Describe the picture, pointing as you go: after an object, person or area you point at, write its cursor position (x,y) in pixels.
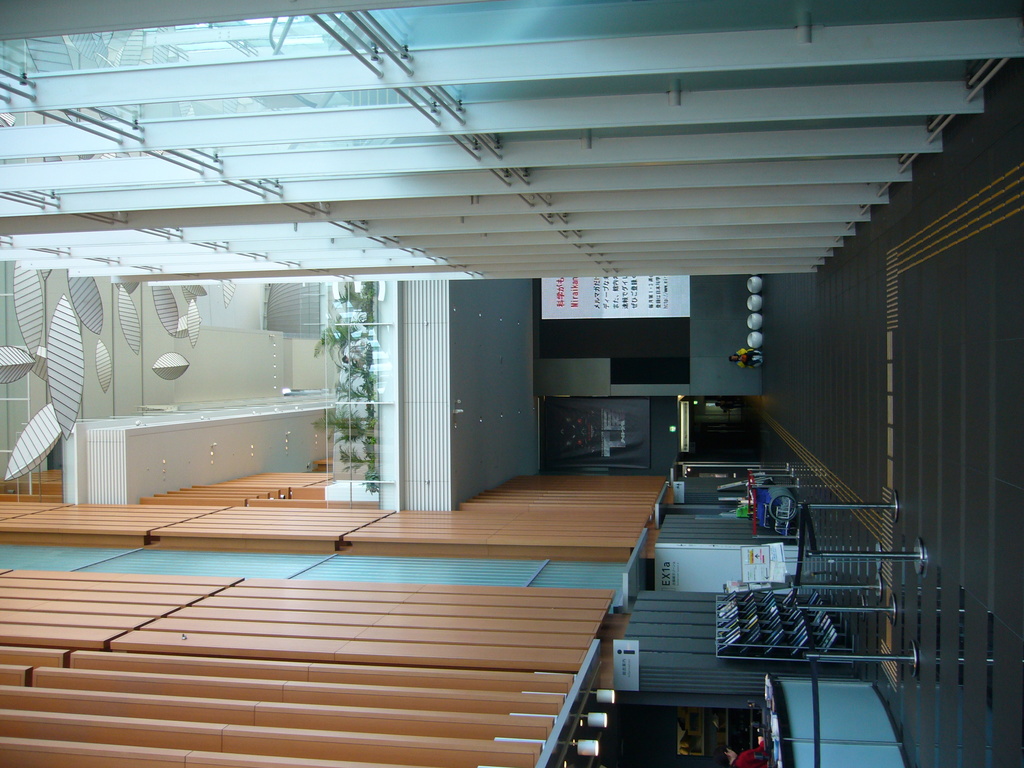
This is an inside view of a building (471,369) and here we can see stands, lights (616,695) and some people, chairs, some plants (350,430), poles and some rods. At the bottom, there is a floor (808,478) and at the top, there is a roof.
